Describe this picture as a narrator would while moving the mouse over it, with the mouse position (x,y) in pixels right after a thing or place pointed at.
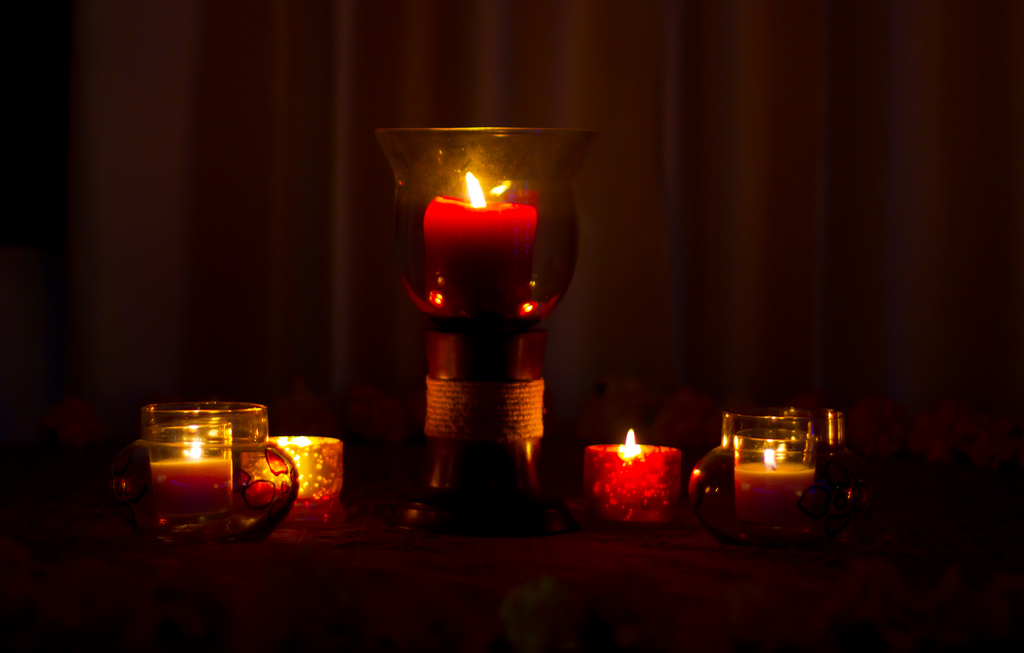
In the foreground (163,432) I can see a table (493,609) on which jars (265,490) and candles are there. In the background (798,342) I can see a curtain (308,304). This image is taken during night.
